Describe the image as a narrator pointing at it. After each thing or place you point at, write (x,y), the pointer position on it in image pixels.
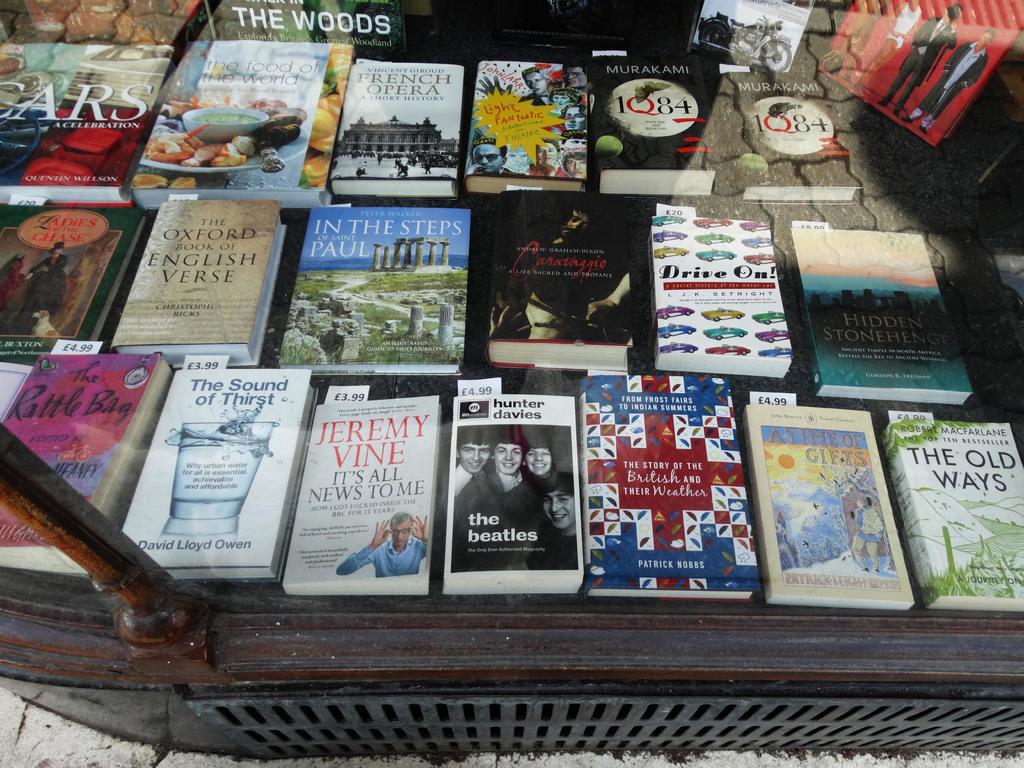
In this image, we can see a table (804,355) with some objects (707,540) like books (425,304). We can also see some glass (124,380) and the ground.
